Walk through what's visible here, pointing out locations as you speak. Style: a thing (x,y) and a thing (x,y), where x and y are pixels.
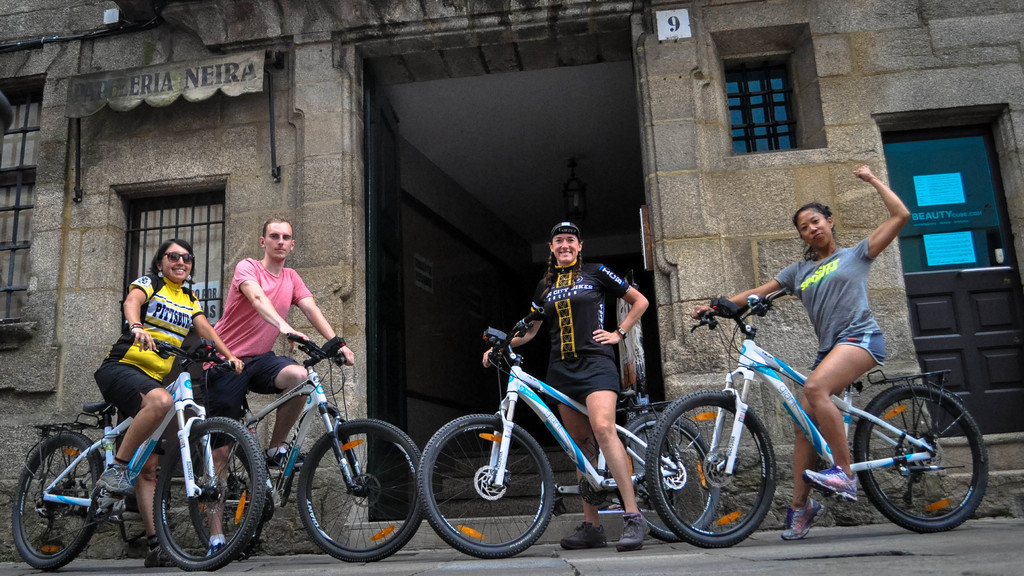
In the foreground of the image (634,452) we can see group of persons (591,340) sitting on bicycles (499,450) placed on the ground (447,556). In the background (463,32), we can see a building (718,191) with windows (783,115), door (964,189), a banner (171,91) with some text (223,75) and some lights (569,190).
